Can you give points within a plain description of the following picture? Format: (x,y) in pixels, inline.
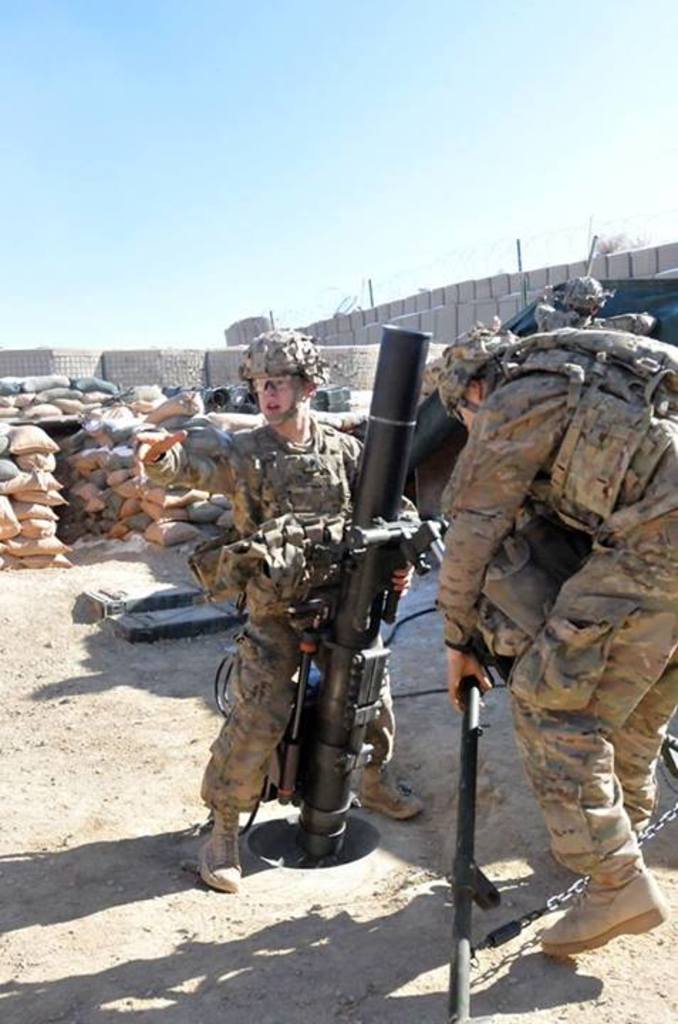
There is a person (408,801) in the foreground (390,575) it seems like holding a missile (335,714), there are people (542,511) on the right side (618,428) and there are sacks (103,504), other objects (332,361) and sky (231,218) in the background area (225,303).
